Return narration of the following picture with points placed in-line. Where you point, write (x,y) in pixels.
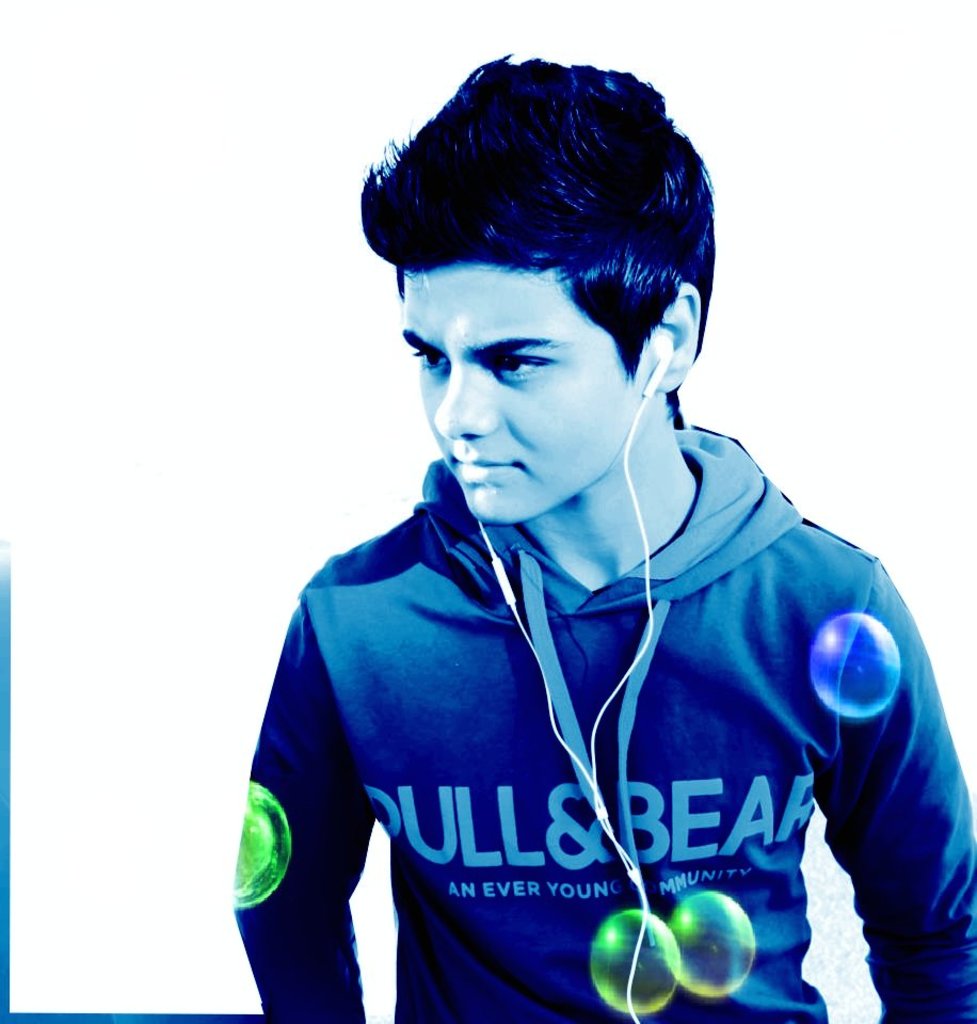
The man (408,635) in the blue jacket (314,723) is standing. He is having an earphones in his ears (675,322). In the background (171,626), it is white in color.
